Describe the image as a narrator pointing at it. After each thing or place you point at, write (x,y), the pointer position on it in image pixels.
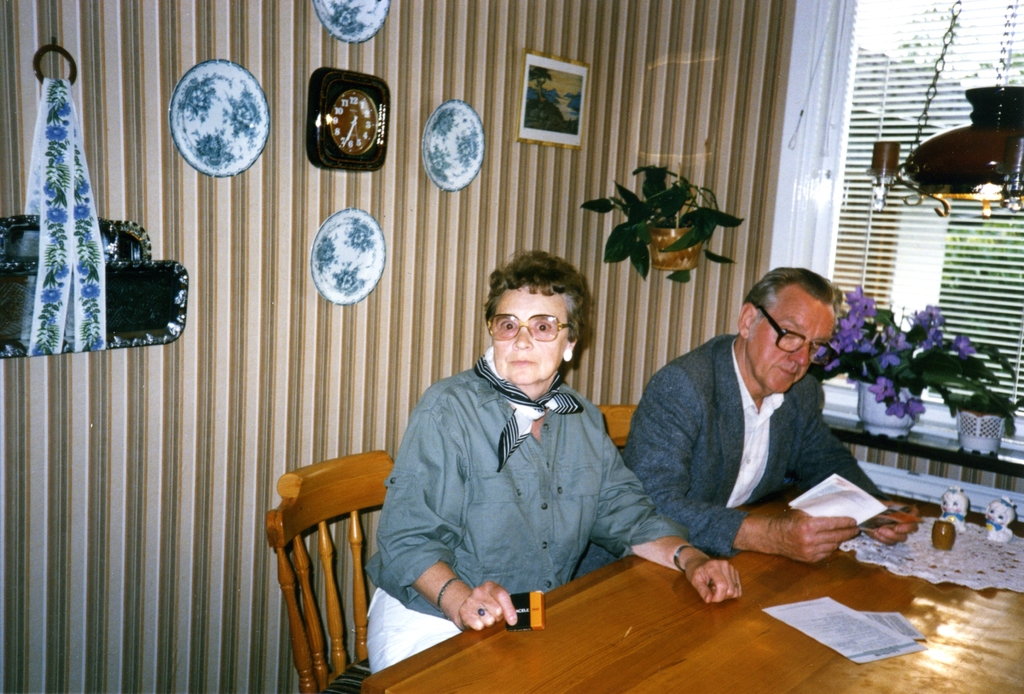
This is picture taken in a room (442,545), there are two persons (442,545) sitting on a chairs (305,551), this is a table (697,618) on the table (697,635) there is a paper (850,630). The man (718,417) sitting on the chair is reading a book (858,508). Beside the man (833,459) there is a flower pot (886,392) and there is a window (911,239). Backside of the two people (648,415) there is a wall (416,261), the wall (387,225) has the wall clock (347,124) and the photo frame (533,125).
